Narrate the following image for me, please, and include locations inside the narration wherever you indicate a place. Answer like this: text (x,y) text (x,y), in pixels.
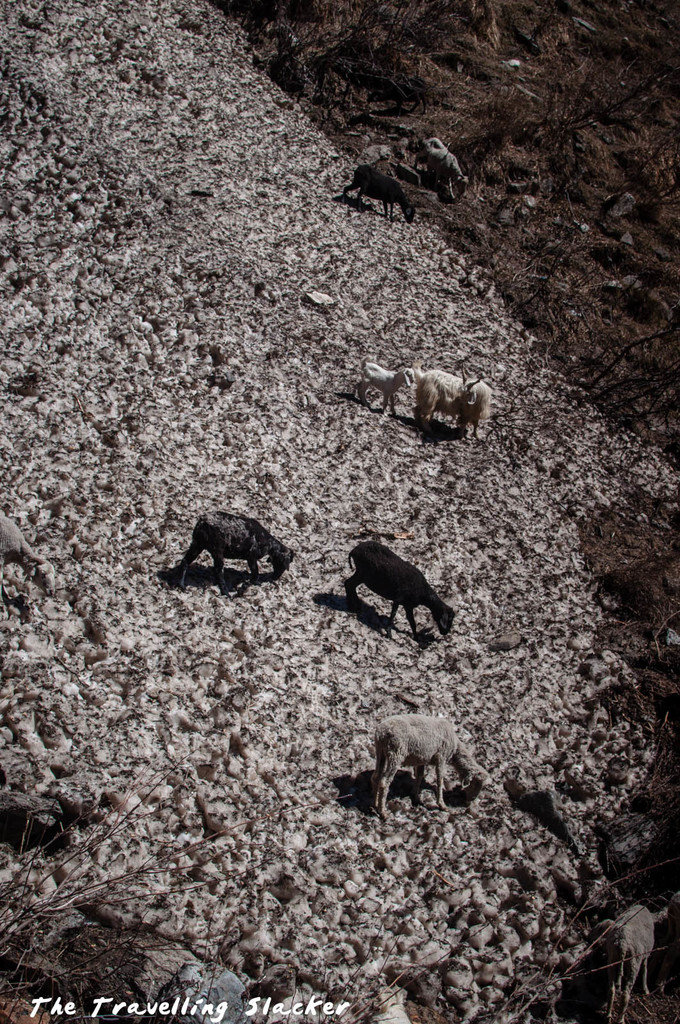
In this picture we can see some animals (379,187) on the path (289,636) and on the image there is a watermark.
